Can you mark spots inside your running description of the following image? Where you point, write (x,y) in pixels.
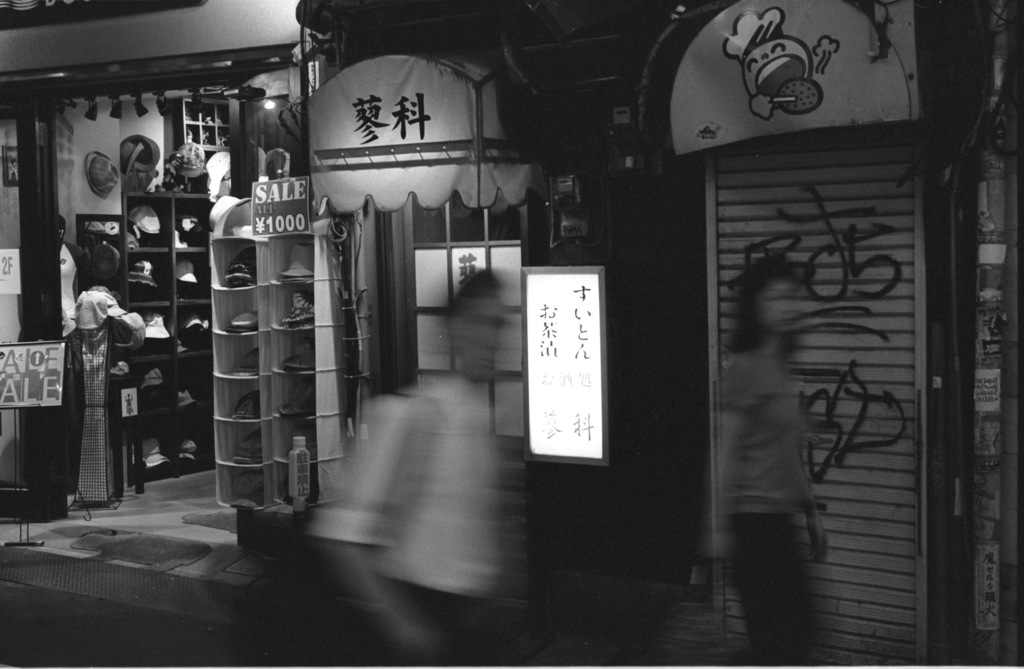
This is a black and white image and here we can see people (490,470). In the background (274,300), there are boards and there is a store (147,282) with some stands (260,312) and some caps (160,313) in the racks (130,206) and there are some other objects (186,117) and we can see lights (239,90). At the bottom (97,610), there is a road (120,611) and a floor (161,500).
